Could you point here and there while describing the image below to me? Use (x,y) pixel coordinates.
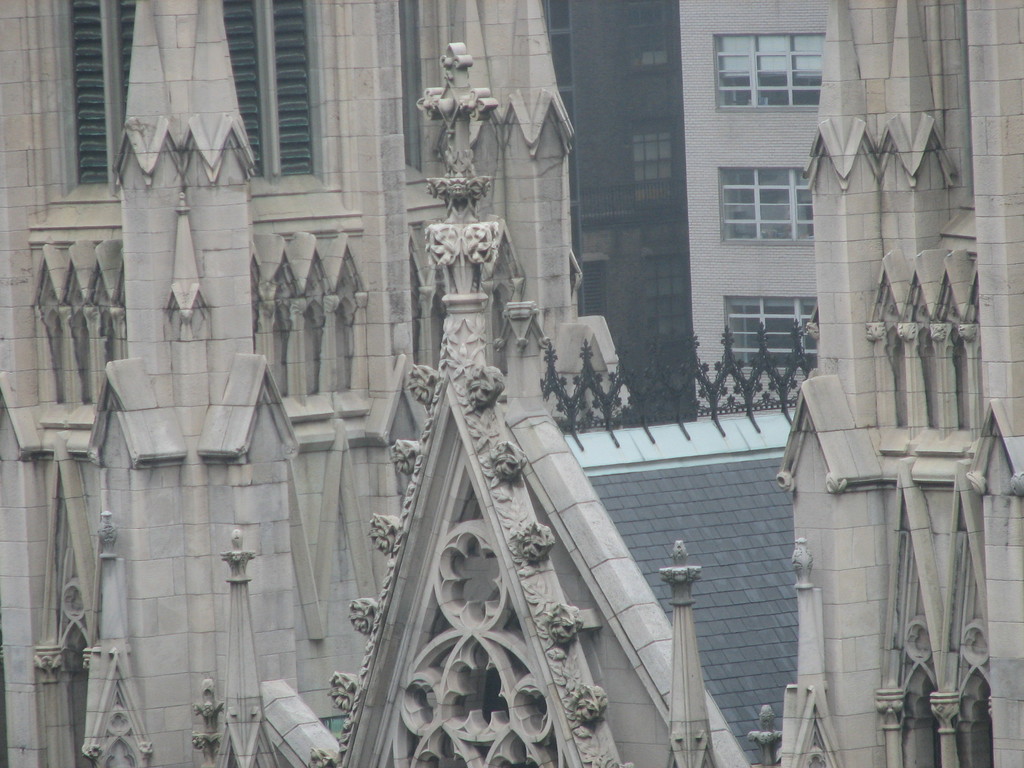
In this picture we can see the buildings (166,279) with the windows (760,314).
